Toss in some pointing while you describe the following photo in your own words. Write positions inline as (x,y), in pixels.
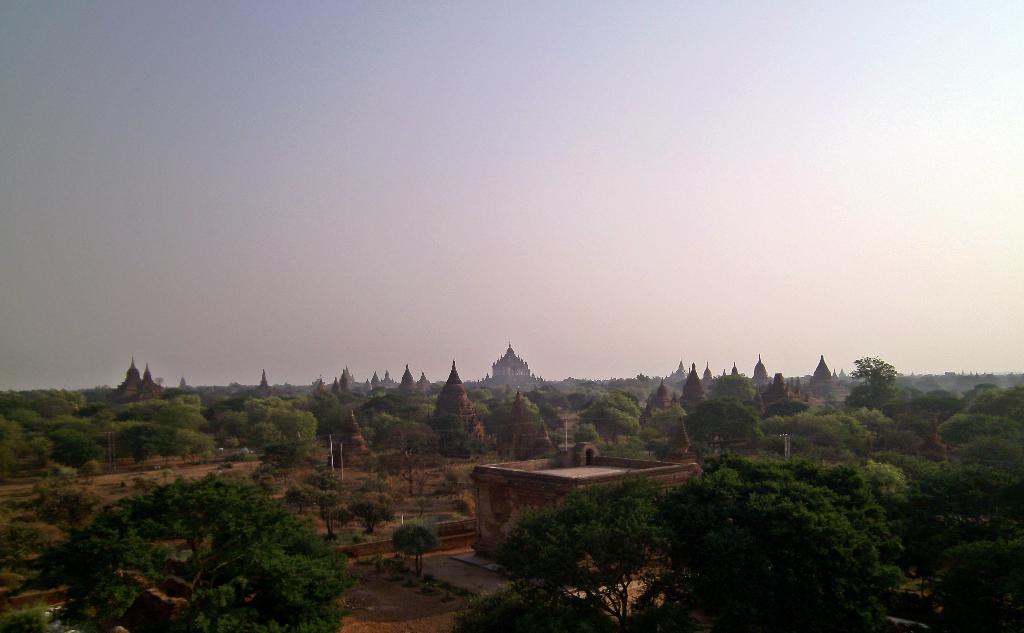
In this image we can see lots of trees (467,384), buildings (502,375) and a clear sky (479,194) at the top (710,189).
